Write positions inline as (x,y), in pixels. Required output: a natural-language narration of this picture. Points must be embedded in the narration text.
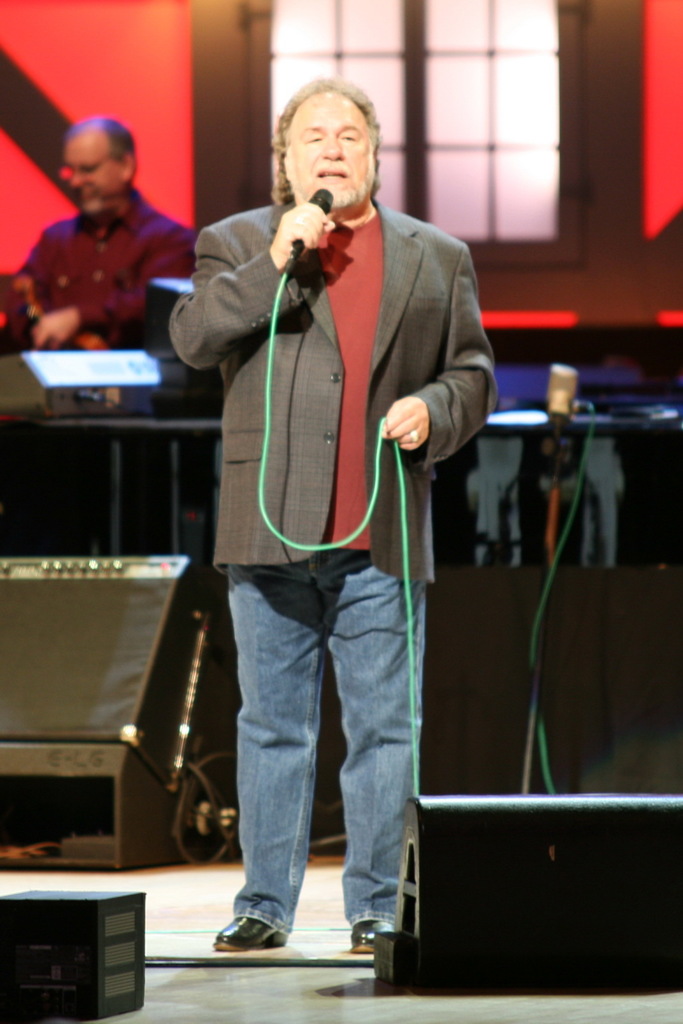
This person (369,151) standing and holding microphone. On the background (383,73) we can see wall (164,73), person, glass window (436,125).
